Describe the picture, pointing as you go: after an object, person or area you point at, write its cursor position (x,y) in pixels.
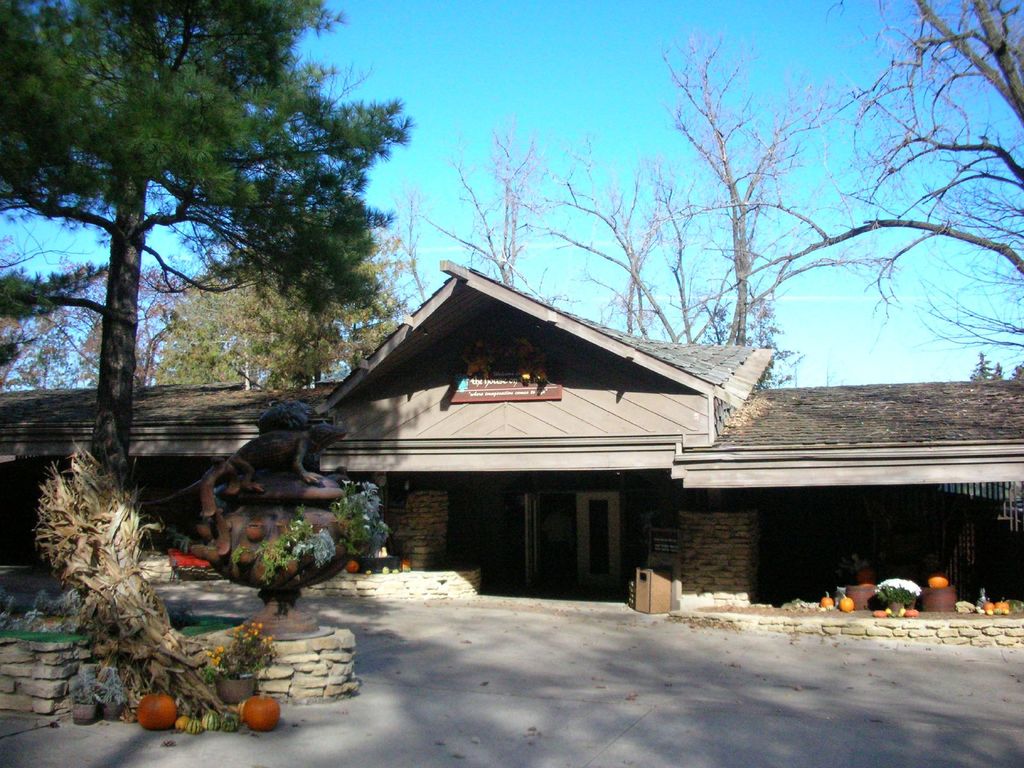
This image consists of a hut (366,400) made up of wood (677,450). At the bottom (525,678), there is a road (516,629). To the left (135,322), there is a tree (143,156). In the background (652,36), there is a sky (630,124) and dried trees (745,311). At the bottom (261,703), there are pumpkins (249,706).
